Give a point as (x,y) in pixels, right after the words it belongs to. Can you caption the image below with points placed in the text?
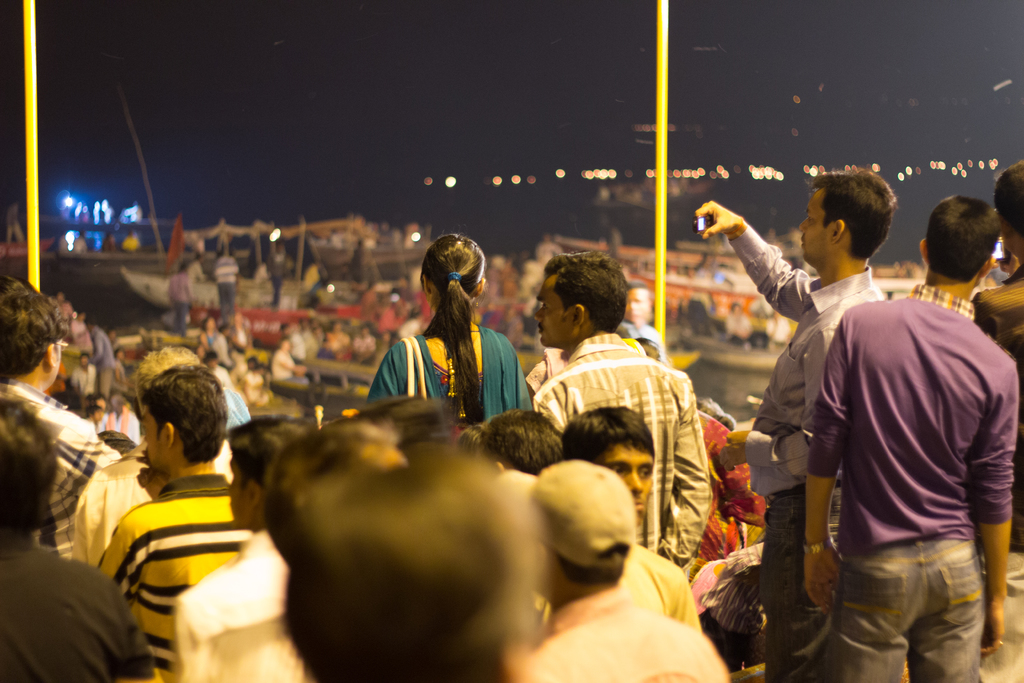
In the center of the image (360,326) we can see some persons (260,370) are sitting on the boats (299,302). At the bottom of the image (453,583) some persons (484,479), poles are there. In the middle of the image (558,228) water (526,222) is there. On the right side of the image (766,253) a person (793,319) is holding an object (708,225). At the top of the image (741,78) sky (734,60), lights (739,168) are there.
